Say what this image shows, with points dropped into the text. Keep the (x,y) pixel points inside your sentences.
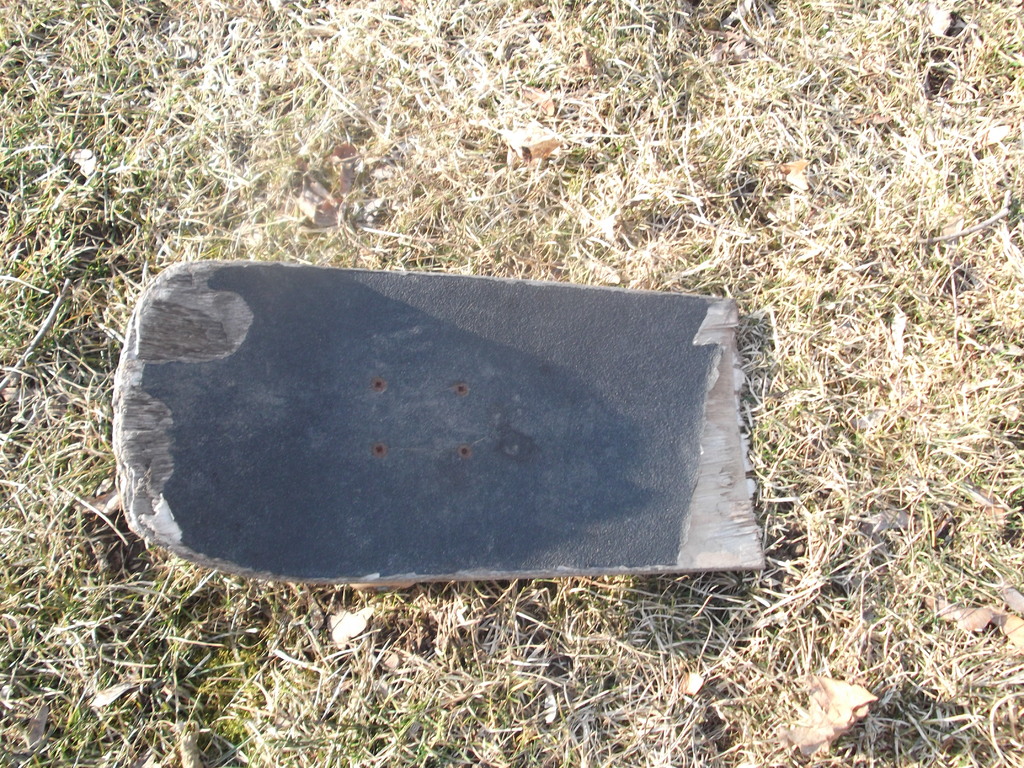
In this image I can see an object (211,265) which is in gray color. Background (655,176) I can see dried grass (387,158).
